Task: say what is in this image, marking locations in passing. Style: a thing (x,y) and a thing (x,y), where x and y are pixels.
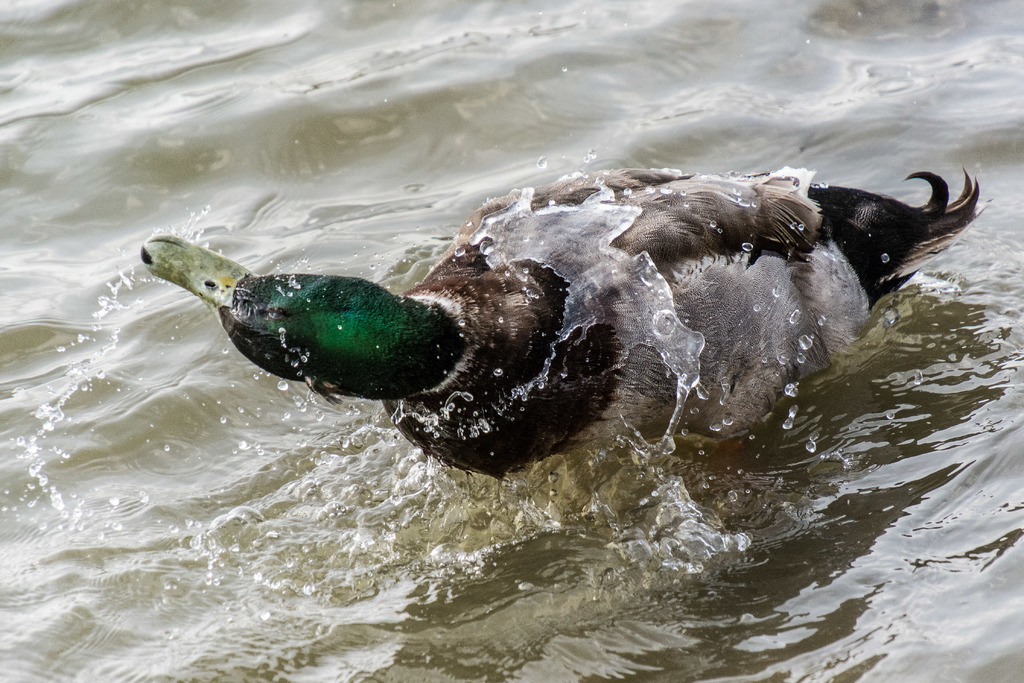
In this image we can see a bird (402,349) called mallard (534,270) swimming in the water (241,432).
